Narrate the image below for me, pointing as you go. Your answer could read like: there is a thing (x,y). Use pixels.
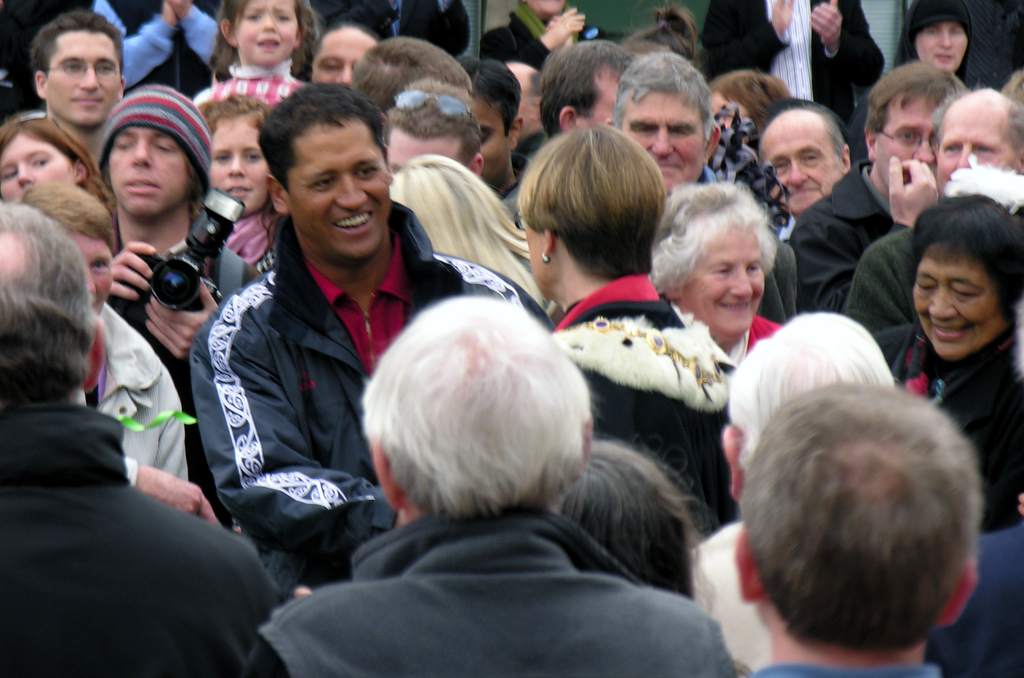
Here people (575,286) are standing, a man (186,333) is standing holding camera (191,269).
